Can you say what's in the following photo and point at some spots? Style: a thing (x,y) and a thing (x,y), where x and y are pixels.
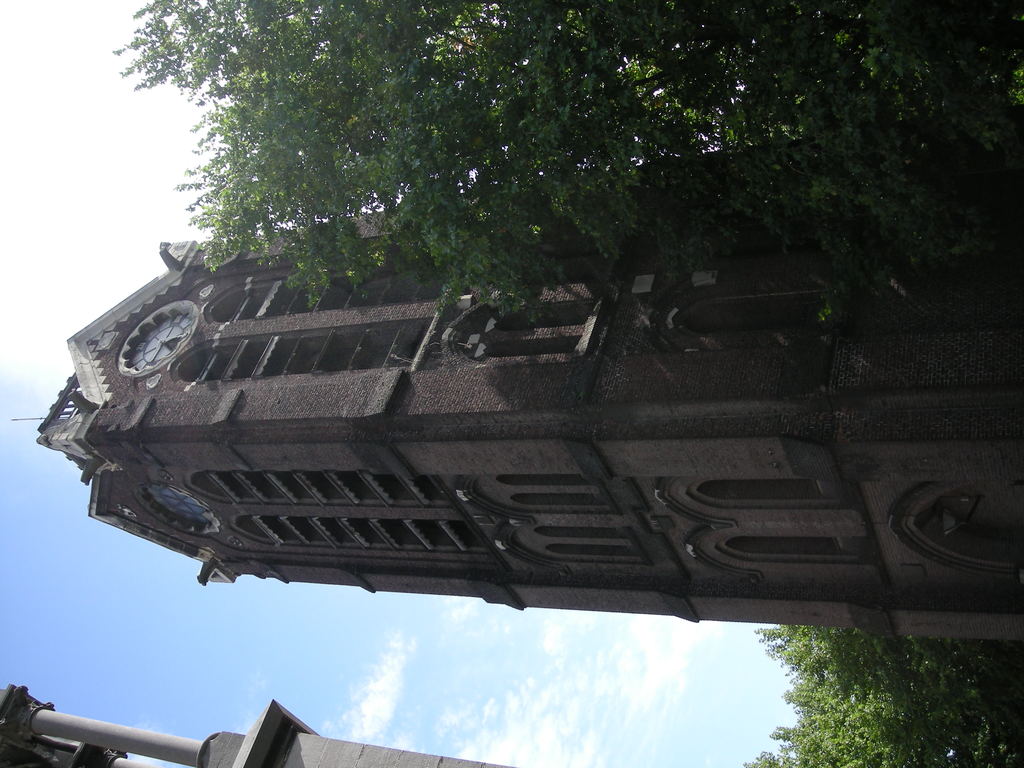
In this image there is the sky (108,185), there are clouds (558,695) in the sky (310,665), there is a building (433,373), there is a clock (186,501) on the building (190,378), there is a pillar (108,730), there are trees (668,135).
